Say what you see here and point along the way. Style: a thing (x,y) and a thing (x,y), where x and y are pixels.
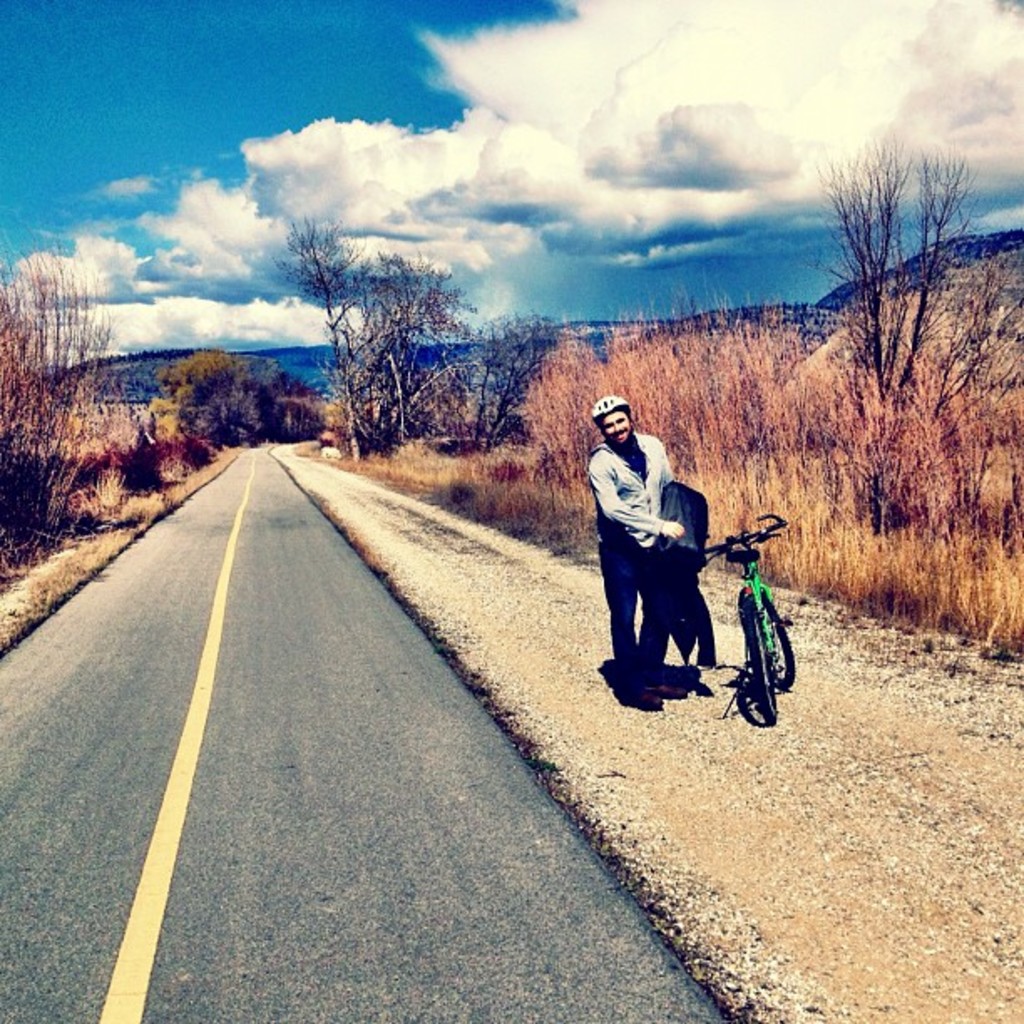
This picture is clicked outside. In the center (422,648) we can see the road (246,476). On the right (755,562) there is a bicycle (755,562) parked on the ground (749,726) and there is a person (615,437) wearing helmet (605,412) and holding some object (683,562) and standing on the ground (567,607). In the background (203,216) we can see the sky (231,136) which is full of clouds (717,140) and we can see the trees (261,388) and plants (107,520).
